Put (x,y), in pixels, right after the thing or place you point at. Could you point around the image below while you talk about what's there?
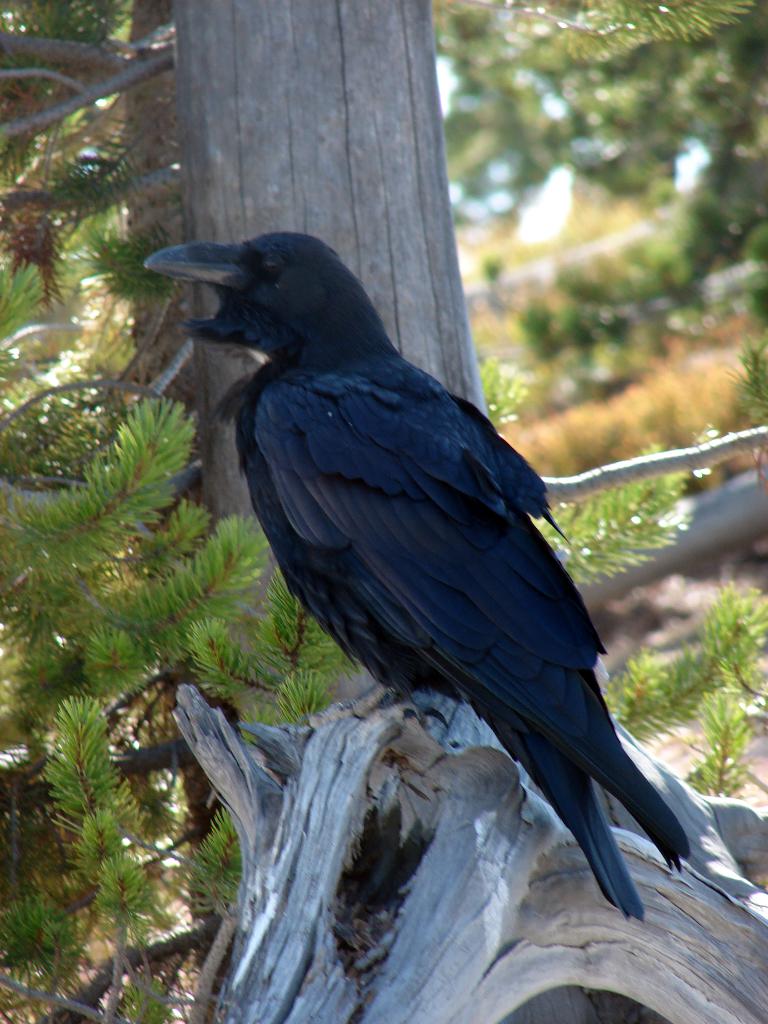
In the center of the image (326,375) there is a bird (491,670) on the branch (401,914) of a tree (376,920). In the background (183,848) we can see trees (204,199).
